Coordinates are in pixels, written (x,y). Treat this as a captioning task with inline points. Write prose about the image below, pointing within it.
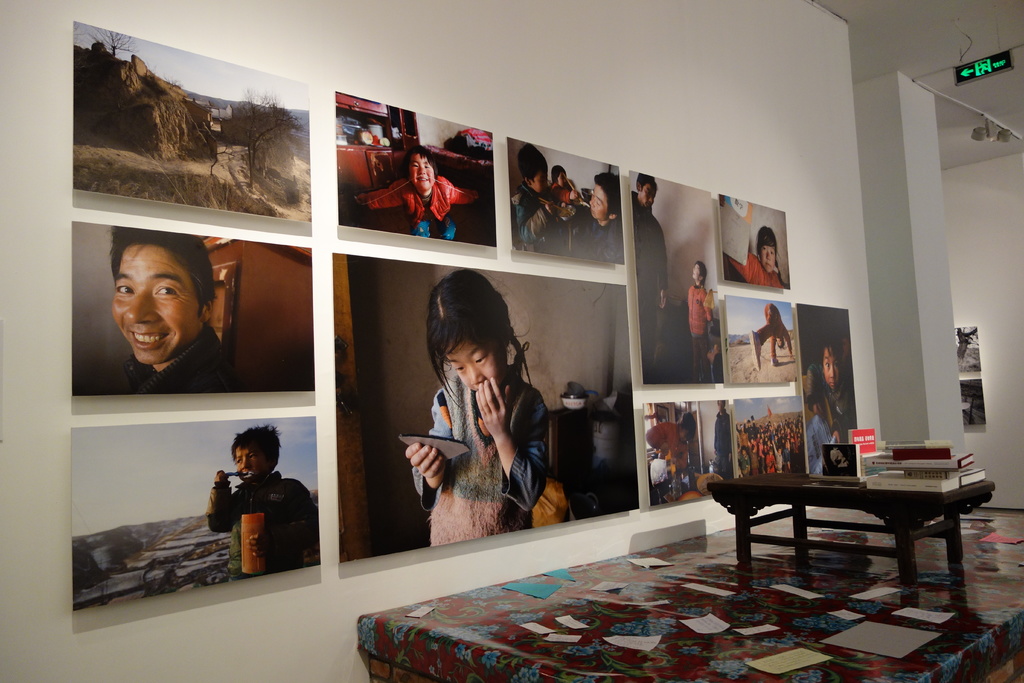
In the given we can see that there is a table (819,495) and a wall (617,129) on which the poster (279,283) is placed.
